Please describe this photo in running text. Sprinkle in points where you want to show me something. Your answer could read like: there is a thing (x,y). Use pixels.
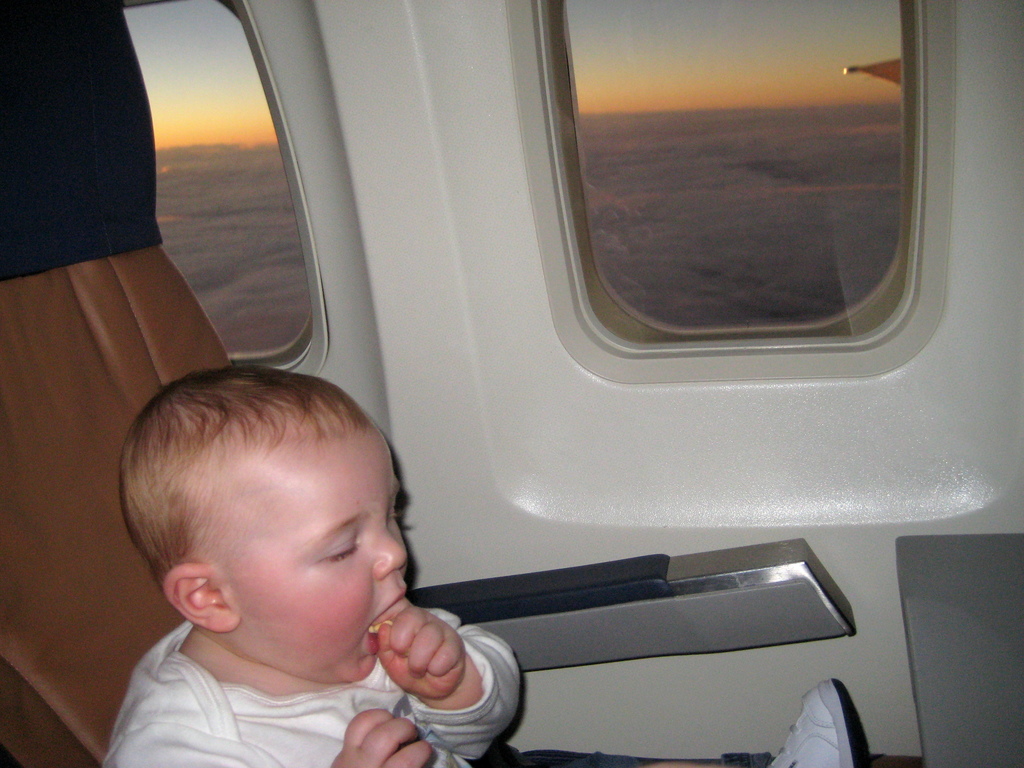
In this picture there is a small baby (806,709) on the left side of the image (329,408), on a chair (125,73), there are windows (223,125) in the center of the image (681,305), it seems to be an aeroplane (517,575).
